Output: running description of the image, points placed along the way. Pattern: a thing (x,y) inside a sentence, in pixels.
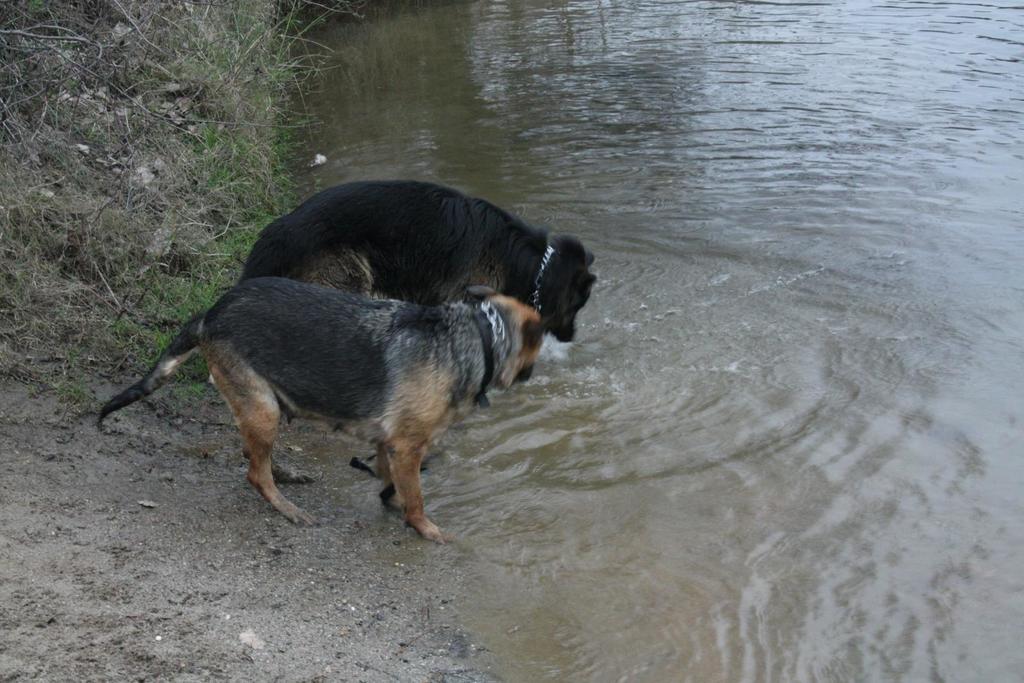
On the right side of this image (778,304) there is a river (713,188). In the middle of the image (390,275) there are two dogs (358,318) drinking the water (596,369). On the left side (117,205), I can see the ground (103,204). There are few sticks (114,89) and stones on the ground (96,326).
